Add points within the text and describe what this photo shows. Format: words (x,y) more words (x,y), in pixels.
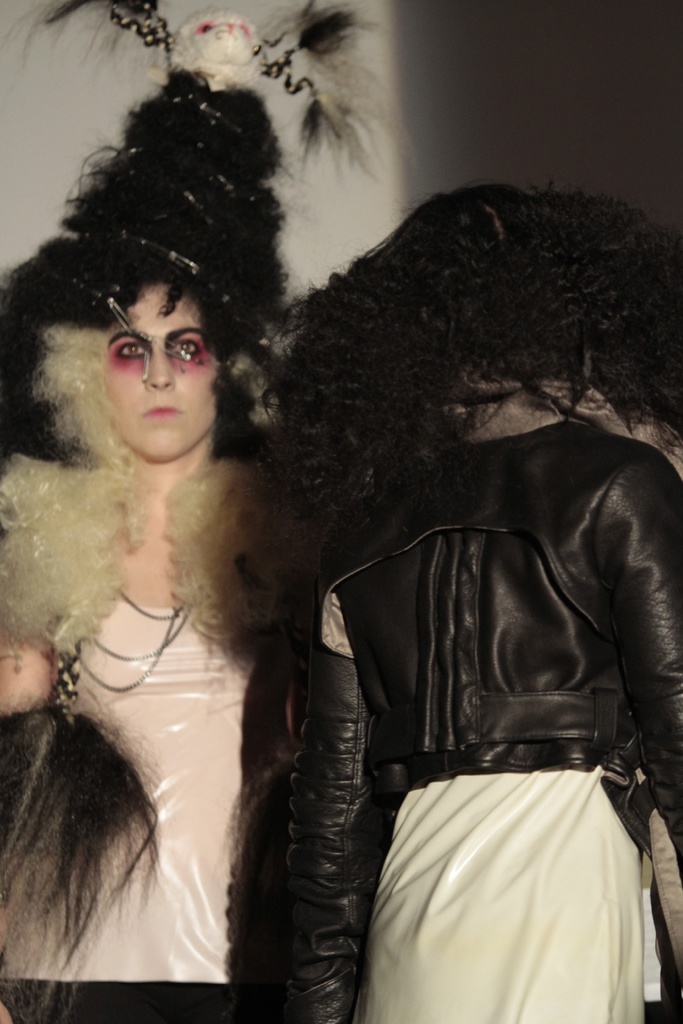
In this image, we can see two people (226,840). Background (344,199) there is a white color.
